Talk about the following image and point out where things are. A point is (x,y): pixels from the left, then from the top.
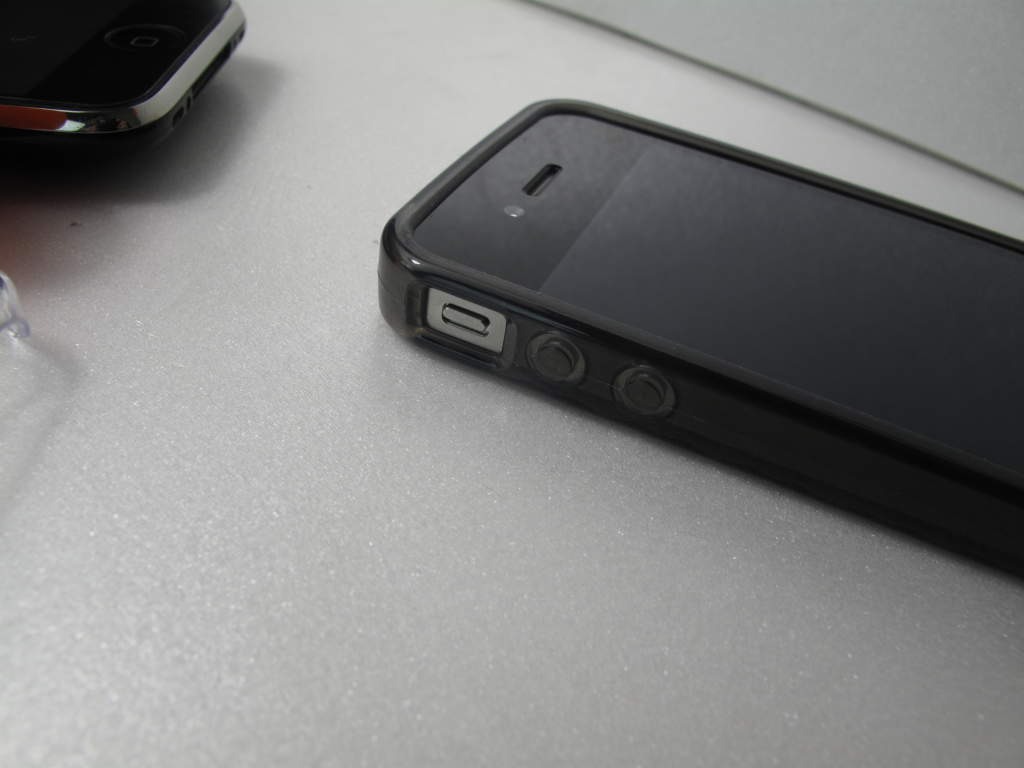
In this image I can see two black colour phones (83,84). I can also see one more thing (2,288) over here.
